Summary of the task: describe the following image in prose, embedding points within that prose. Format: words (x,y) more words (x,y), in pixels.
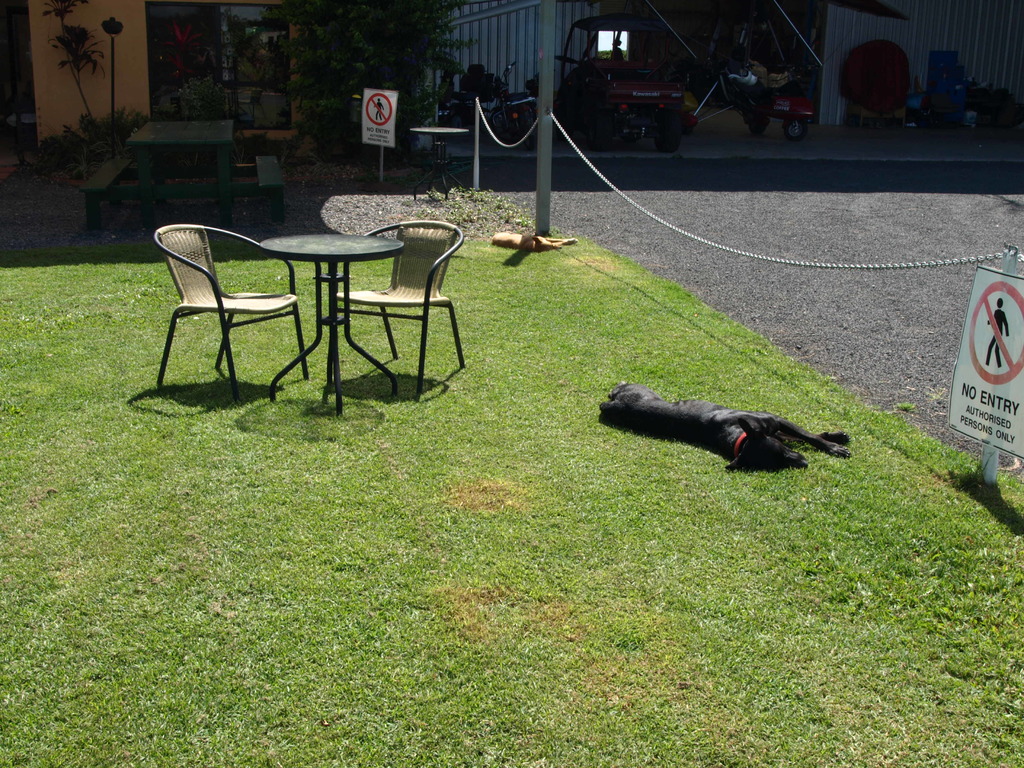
In this image I can see two chairs (378,302) and black color table (330,255). I can see black color dog (715,432) is sleeping. In front (1004,297) I can see sign boards (974,421) and fencing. Back I can see house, trees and vehicles (514,117). I can see white color shade (454,22).
